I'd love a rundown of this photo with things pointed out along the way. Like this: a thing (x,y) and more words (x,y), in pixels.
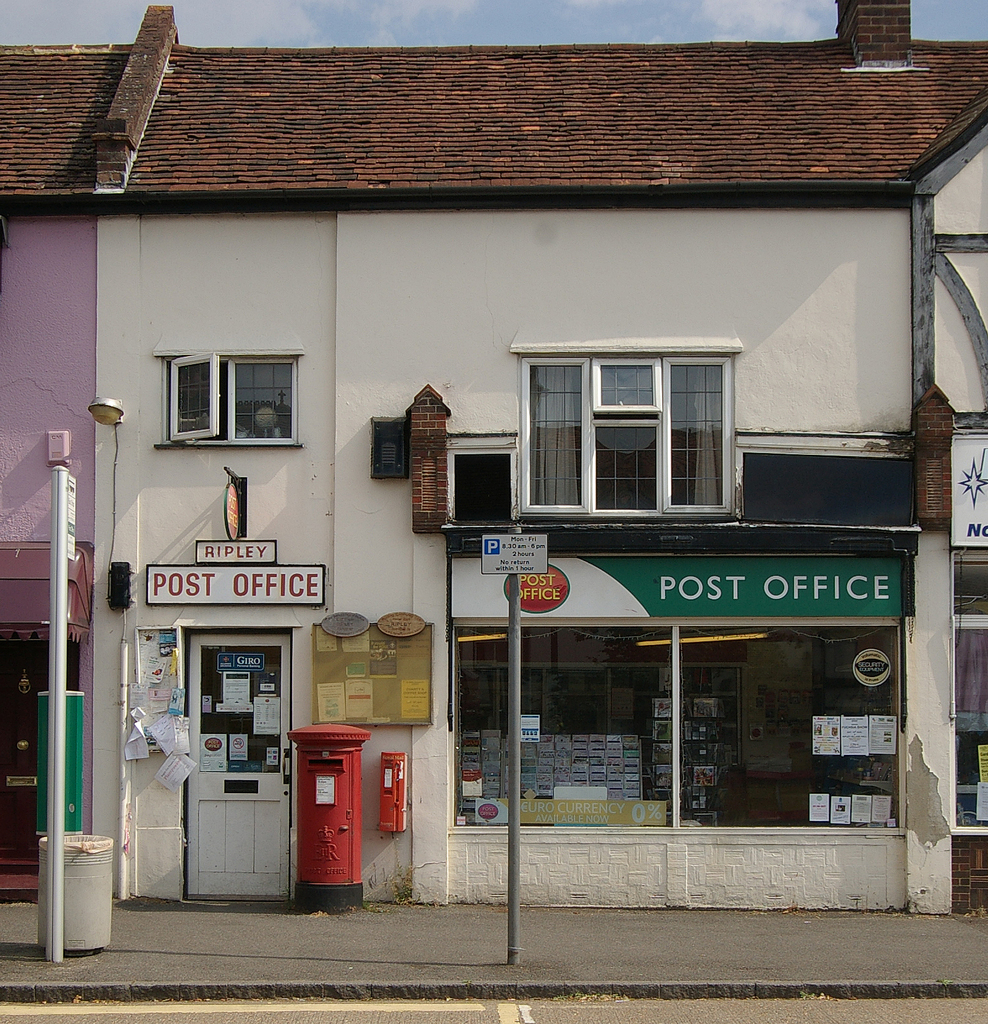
In this image I can see the road (653,1004), the sidewalk (719,924), few poles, few boards (309,577) and a building (522,253) which is white and brown in color. I can see a window (663,399) and in the background (309,35) I can see the sky (554,0).
